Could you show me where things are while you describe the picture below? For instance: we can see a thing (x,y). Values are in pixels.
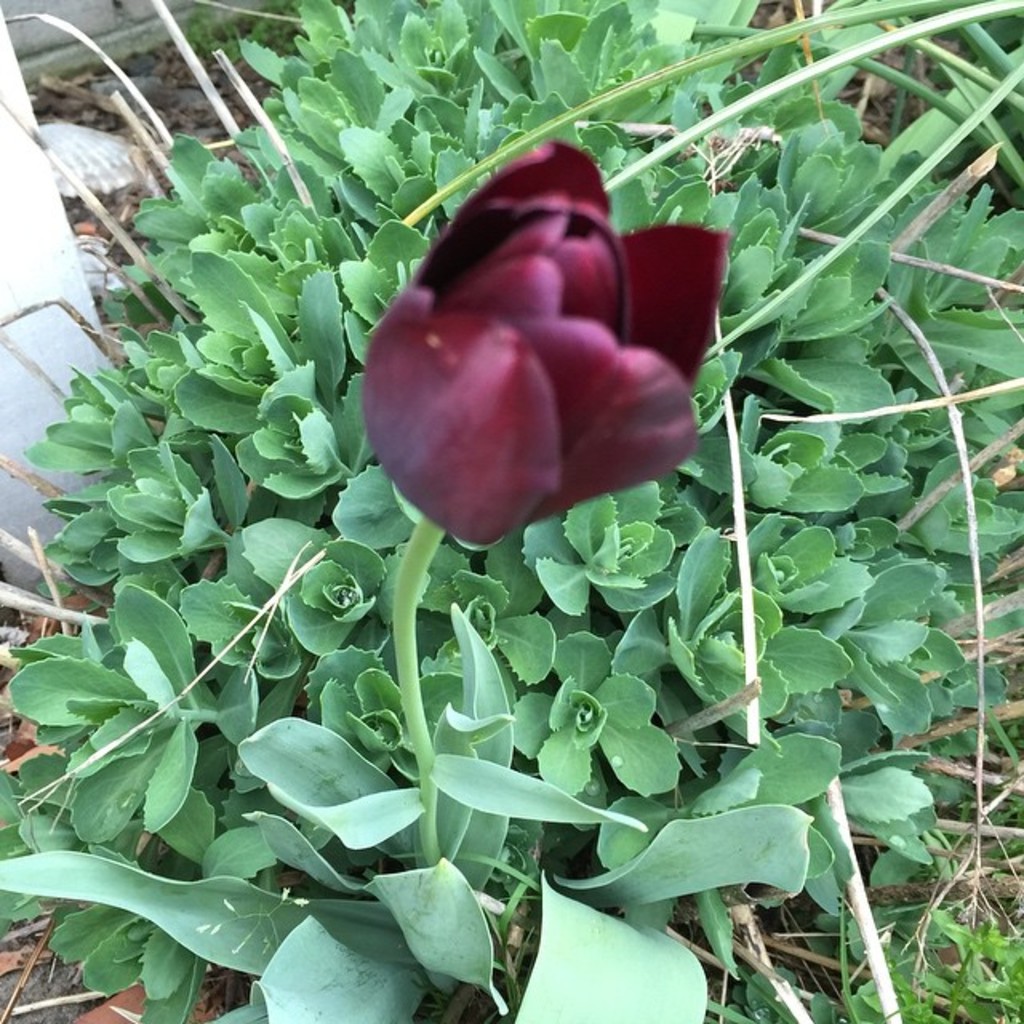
In the center of the image (478,386) there is a flower (436,403). At the bottom (70,825) there are plants (506,711) and grass (1019,809).
